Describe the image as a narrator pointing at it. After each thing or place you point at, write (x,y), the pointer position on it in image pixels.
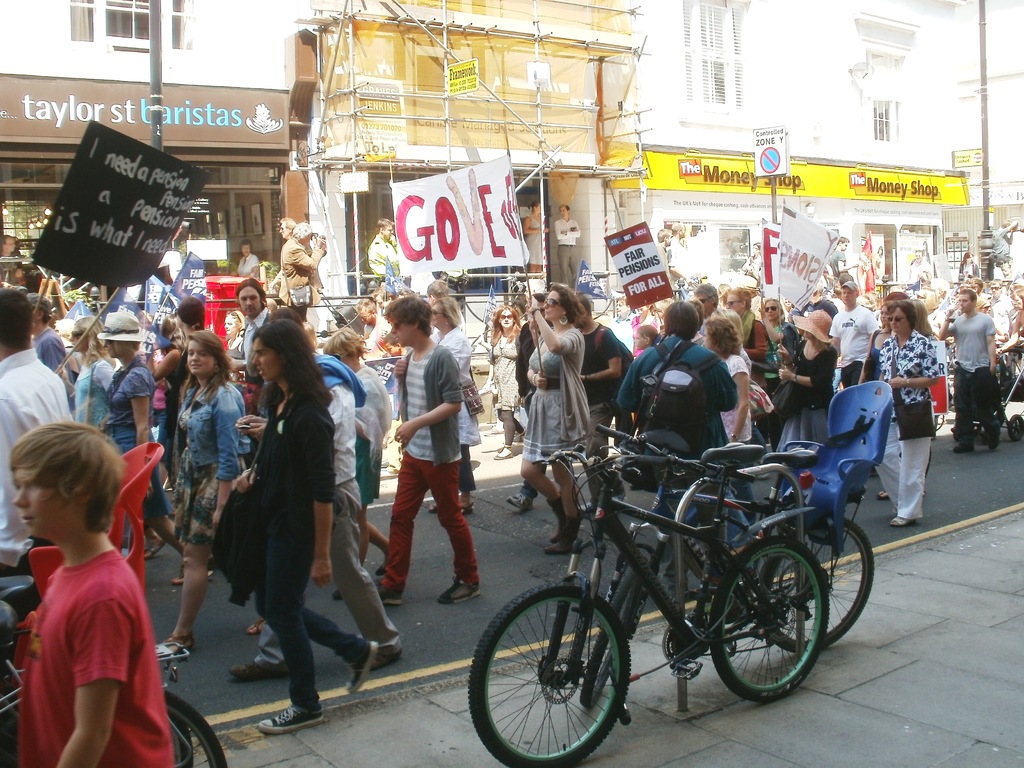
in this picture there are bicycles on the right side of the image (710,639) and there are people (440,385) those who are walking in the image, by holding posters (129,165) in their hands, there are buildings (83,10), poles (535,17), and shops (190,114) in the background area of the image (700,150).
